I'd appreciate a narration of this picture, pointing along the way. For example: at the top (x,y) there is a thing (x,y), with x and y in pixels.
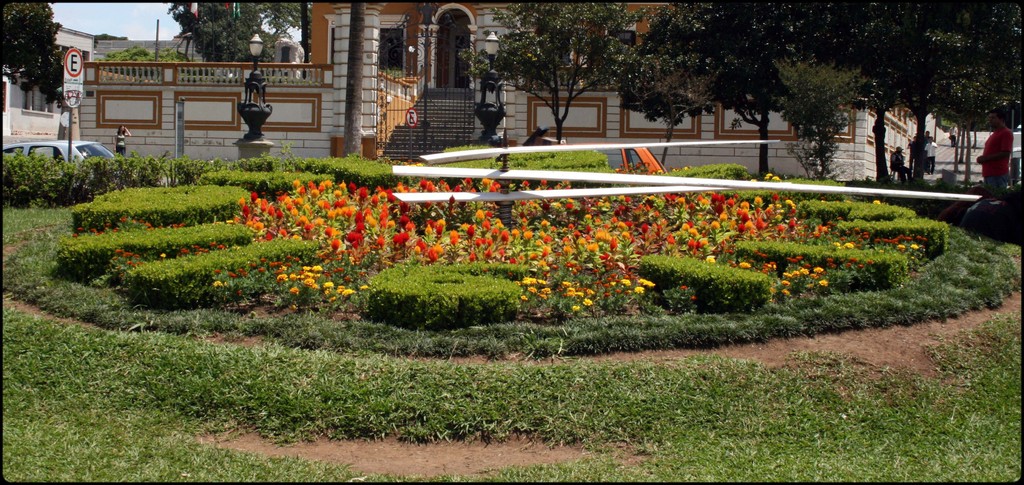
In this image we can see a garden (333,279) with bushes (716,290) and flowers (493,228). Also there is a decorative item (511,179). In the background (407,120) there is a sign board (66,75) with pole (71,121). Also there are light poles (495,107), trees (623,75), building (477,75) with steps (441,120), railings (428,122) and walls (288,119). In the background (153,34) there are trees (210,11) and sky (122,25).
